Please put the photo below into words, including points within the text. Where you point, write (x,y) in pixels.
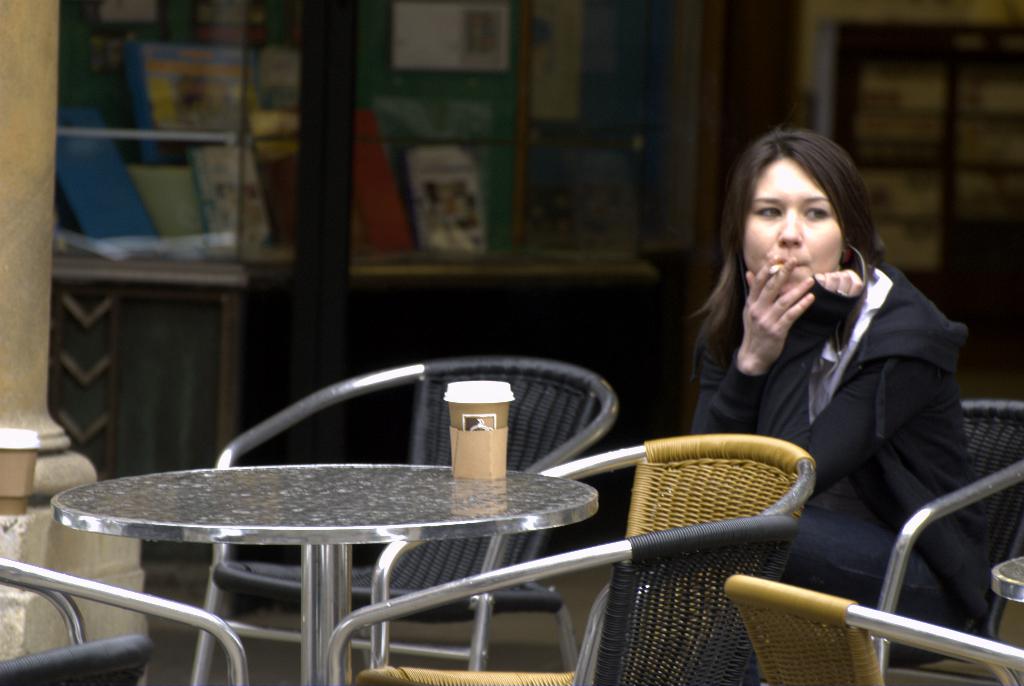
In this picture, there is a woman (858,430) who is sitting on the chair (986,483) and smoking. There is a cup (489,432) which is placed on the table (305,500). There is a cupboard (452,97) in which many books (202,99) are kept. To the left side (49,193), there is a pillar (20,288).
